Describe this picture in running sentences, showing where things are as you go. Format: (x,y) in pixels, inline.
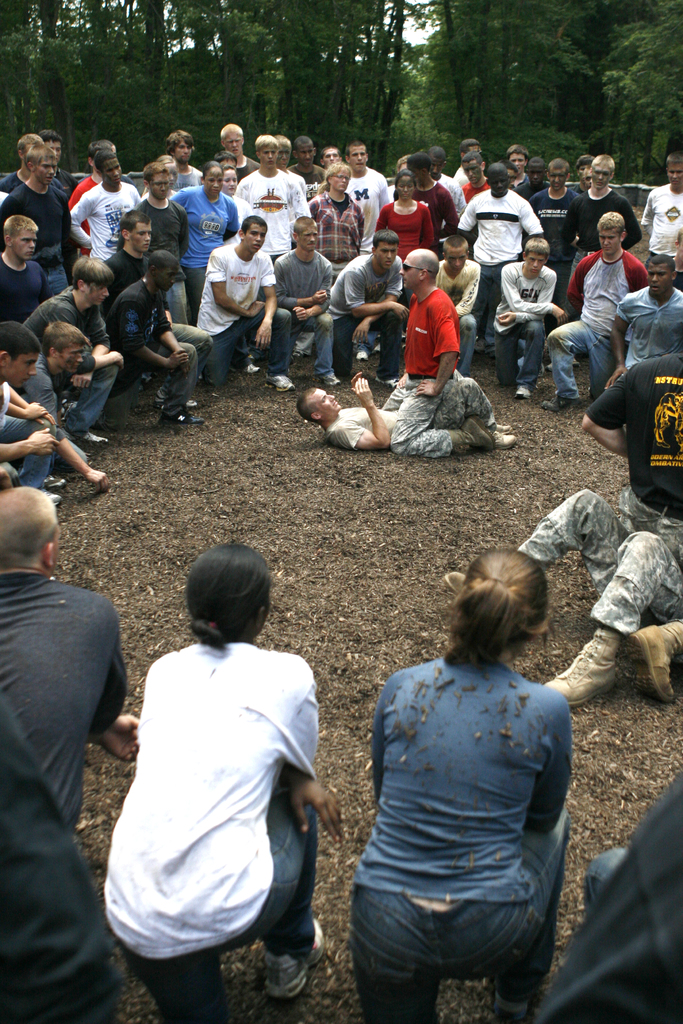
In this picture there are two persons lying and there are two persons (644,652) on knees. At the back (333,351) there are group of people (669,212) standing and there are trees (380,56). At the top (418,38) there is sky (393,53).
